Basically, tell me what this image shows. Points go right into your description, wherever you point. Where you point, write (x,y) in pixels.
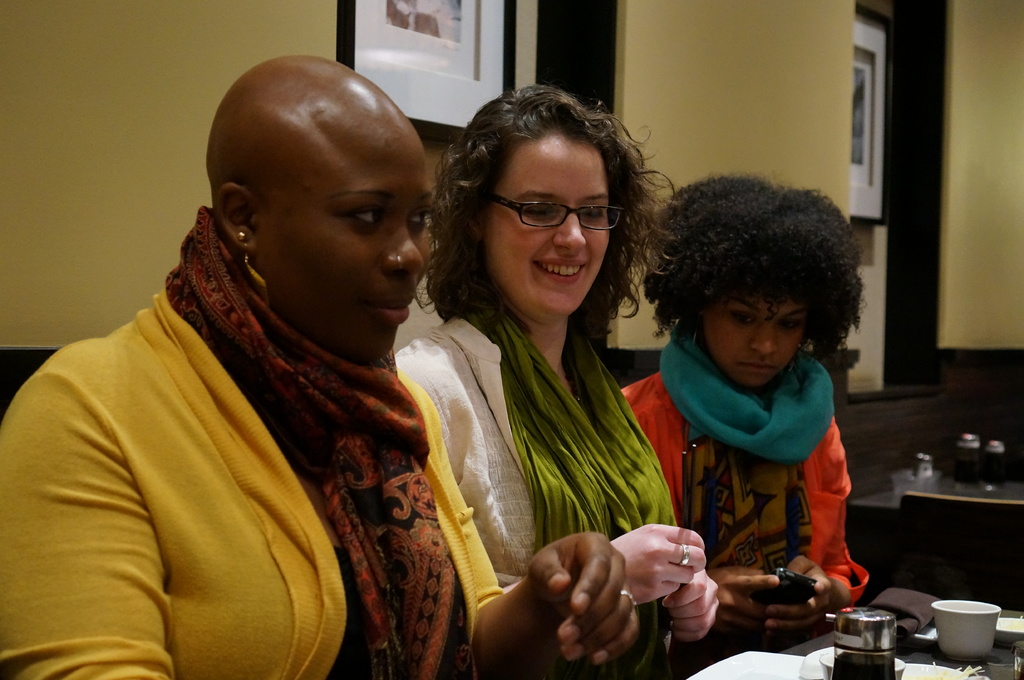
In this image, we can see three women (492,575) are sitting side by side. In the middle of the image (493,295), a woman (520,273) is smiling. Beside her another woman (741,476) is holding a mobile (778,595). In the bottom right corner (972,660), there is a table (989,663). Few things (776,661), container (891,628) and bowl (974,633) are placed on it. In the background (684,105), we can see the wall (686,128) and photo frames (429,62). On the right side of the image (857,496), we can see table (980,494) and few objects (966,468).
